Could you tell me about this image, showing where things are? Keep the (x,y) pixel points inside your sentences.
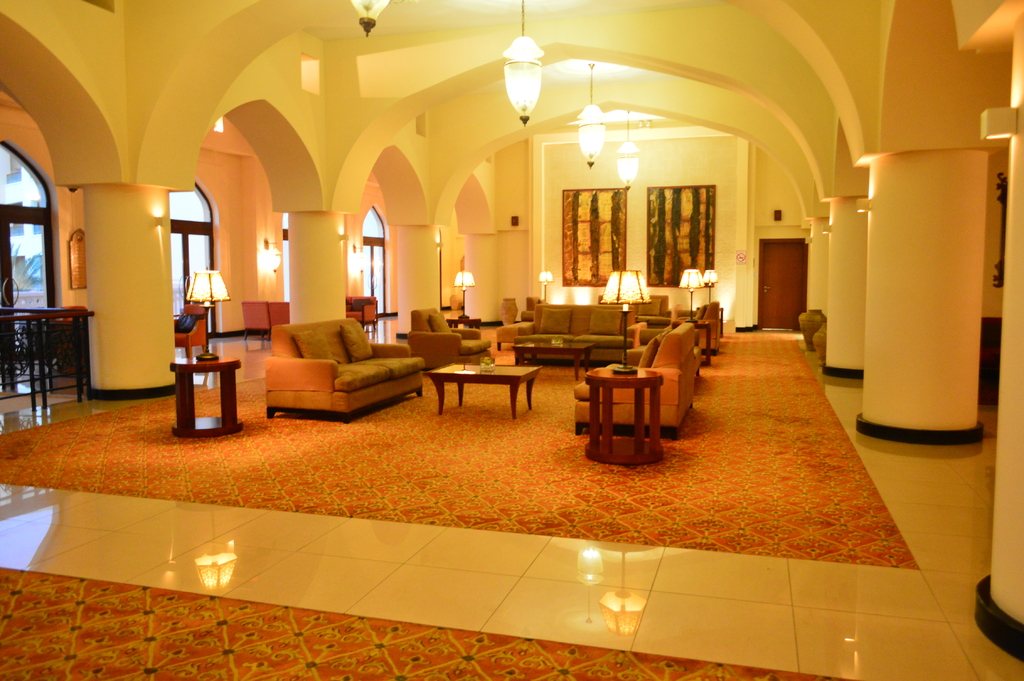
In this image i can see few couches (329,366), table (549,353), a lamp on the table (224,367), window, a wall (519,229) at the top (517,105) there is a chandelier (525,90).
